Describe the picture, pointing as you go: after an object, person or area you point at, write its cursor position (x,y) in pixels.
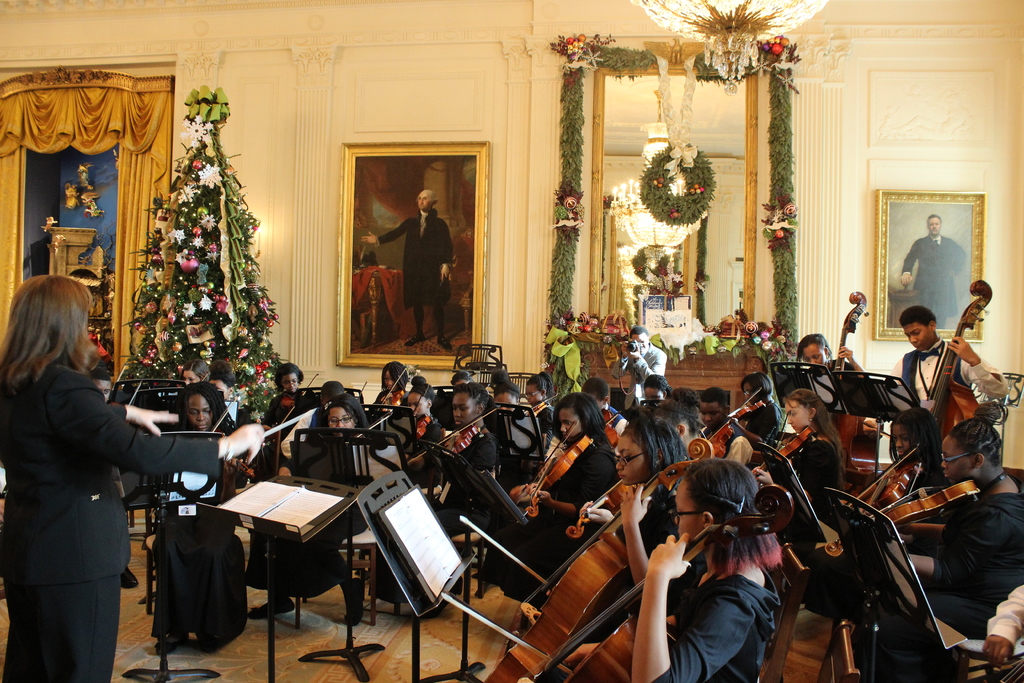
In the image we can see there are many people (583,429) wearing clothes (587,491) and they are sitting on the chair (375,551), and some of them are standing. These are books (416,544), stands (391,558) and musical instruments (579,603). This is a floor (290,649), frame (352,249) and a Christmas tree (257,327), there is even a mirror (635,202).
